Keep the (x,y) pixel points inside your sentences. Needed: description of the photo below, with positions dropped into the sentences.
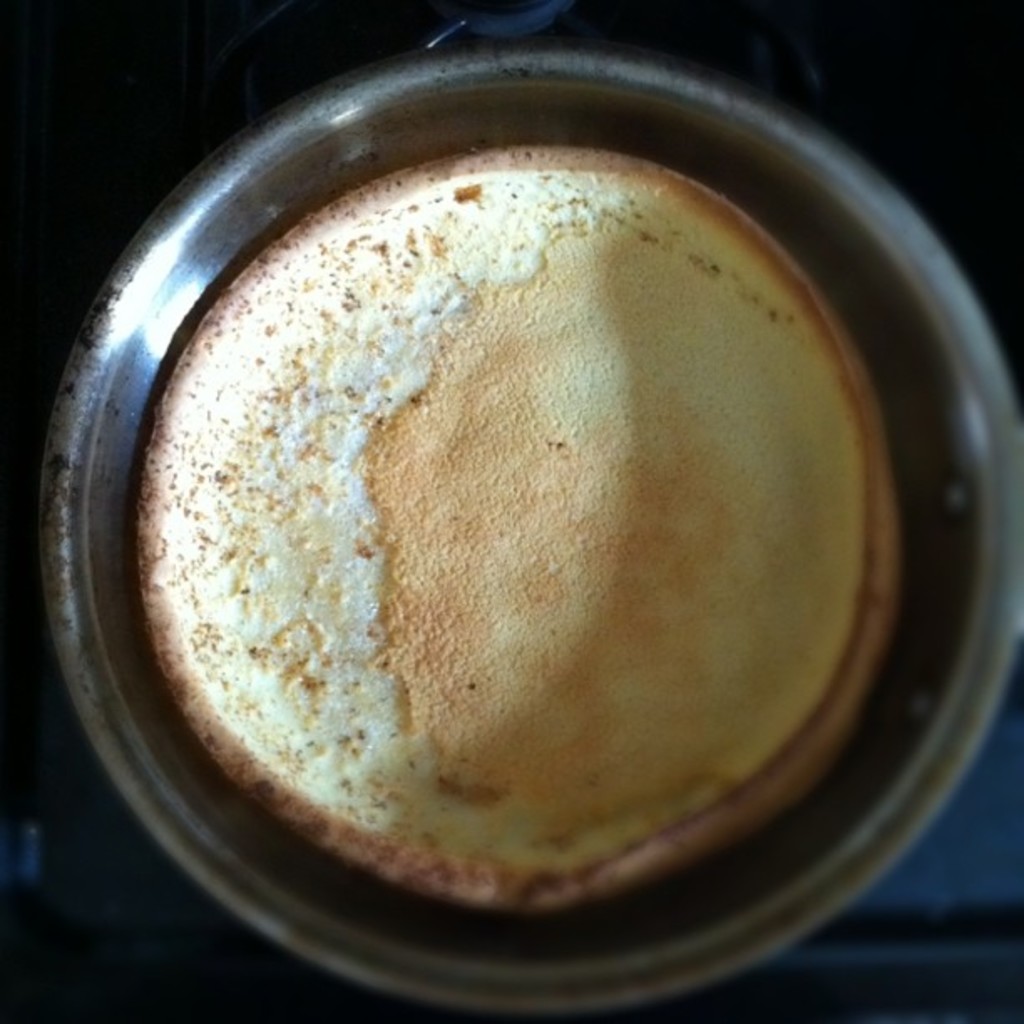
In this image there is a bowl (297,163). There is food (452,473) in the bowl (133,400). The background (80,181) is dark.
